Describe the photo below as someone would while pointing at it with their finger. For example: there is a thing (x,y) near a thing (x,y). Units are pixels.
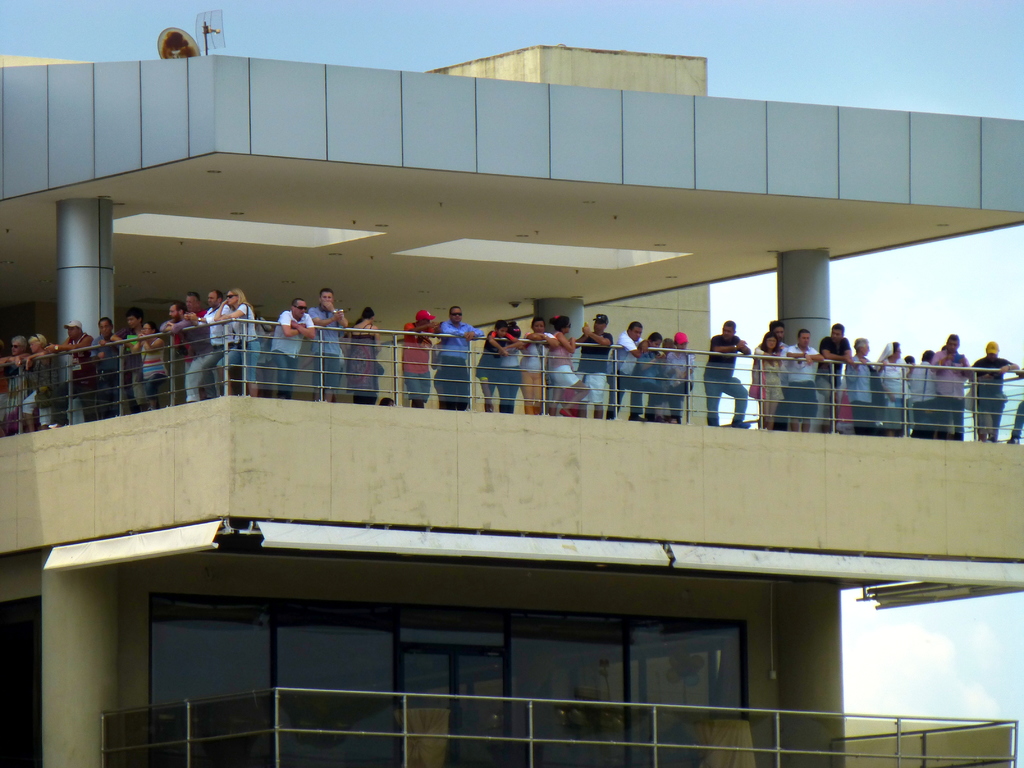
In this image we can see there are many people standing at the balcony (998,477) and looking around somewhere and the background (373,40) is the sky (399,60).
